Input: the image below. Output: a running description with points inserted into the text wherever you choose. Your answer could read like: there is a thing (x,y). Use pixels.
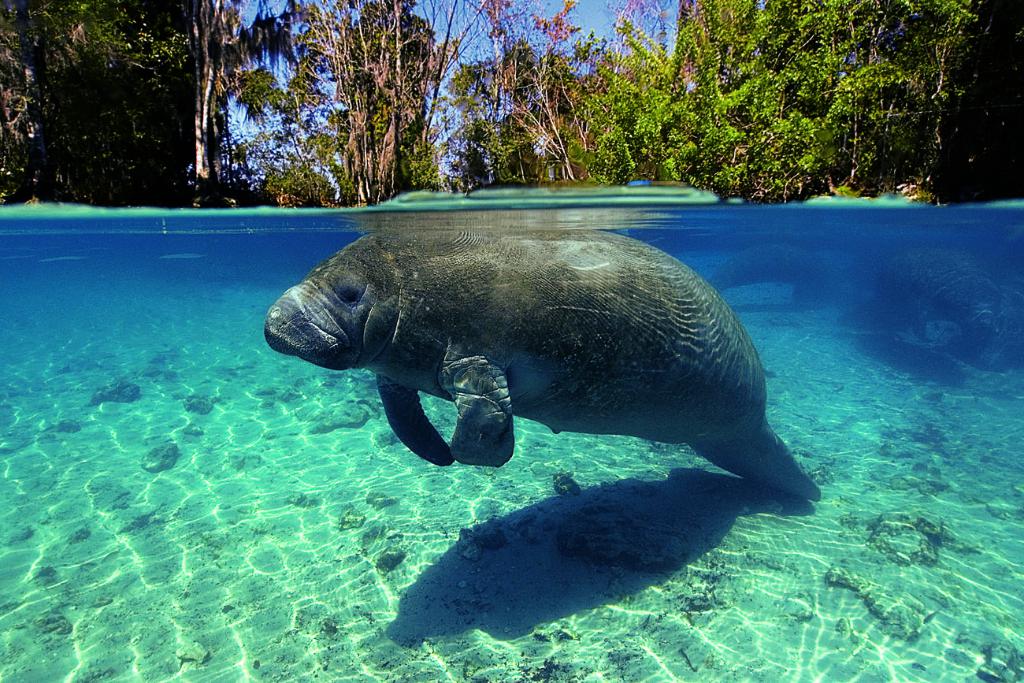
In the middle (554,382) I can see a manatee (446,233) in the water (231,245). In the background (513,174) I can see trees (537,89) and the sky (480,57). This image is taken may be during a day.
